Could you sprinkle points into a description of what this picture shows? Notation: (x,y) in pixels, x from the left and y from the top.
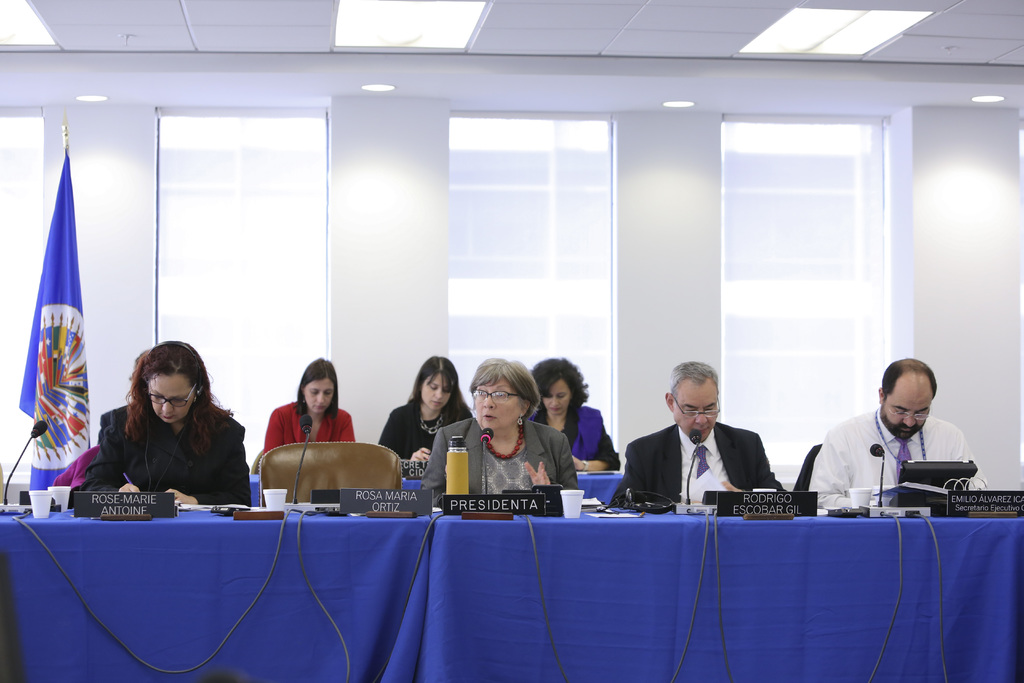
In the image we can see there are people (951,437) who are sitting on chair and in front of them there is a table (579,519) on which there are water bottle (457,457), glass (573,507) and name plates (1000,503). At the back (77,327) there is a flag (61,346) and there are three women (530,416) sitting on the back (300,441).
